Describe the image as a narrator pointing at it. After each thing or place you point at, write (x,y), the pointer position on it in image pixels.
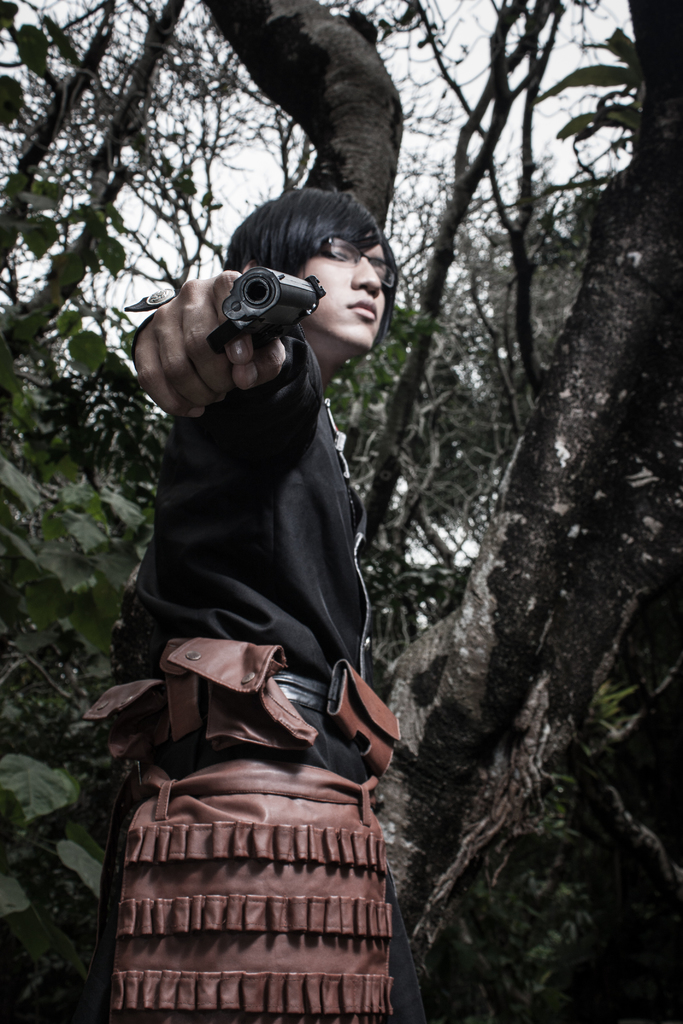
In the center of the image (352,601) a man (319,473) is standing and holding gun (247,310) in his hand (231,344) and wearing spectacles (355,253), wallet (300,733). In the background of the image (9,541) we can see trees (6,428). At the top of the image (447,93) we can see the sky (465,68).
